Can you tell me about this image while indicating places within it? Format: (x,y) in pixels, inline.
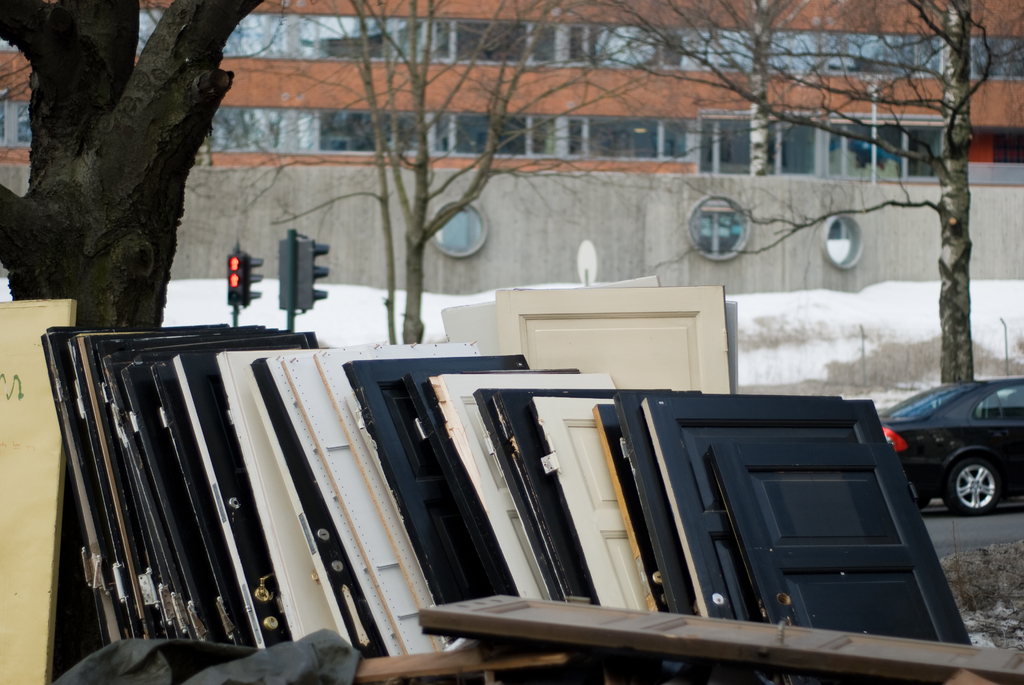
In this picture I can see many wooden doors (554,534) which are kept near to the road (999,540) and tree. On the road (967,540) there is a black car (974,412). In the back (296,269) there are traffic signals (307,282) near to the snow (347,316). In the background (686,84) i can see the building (756,224).
